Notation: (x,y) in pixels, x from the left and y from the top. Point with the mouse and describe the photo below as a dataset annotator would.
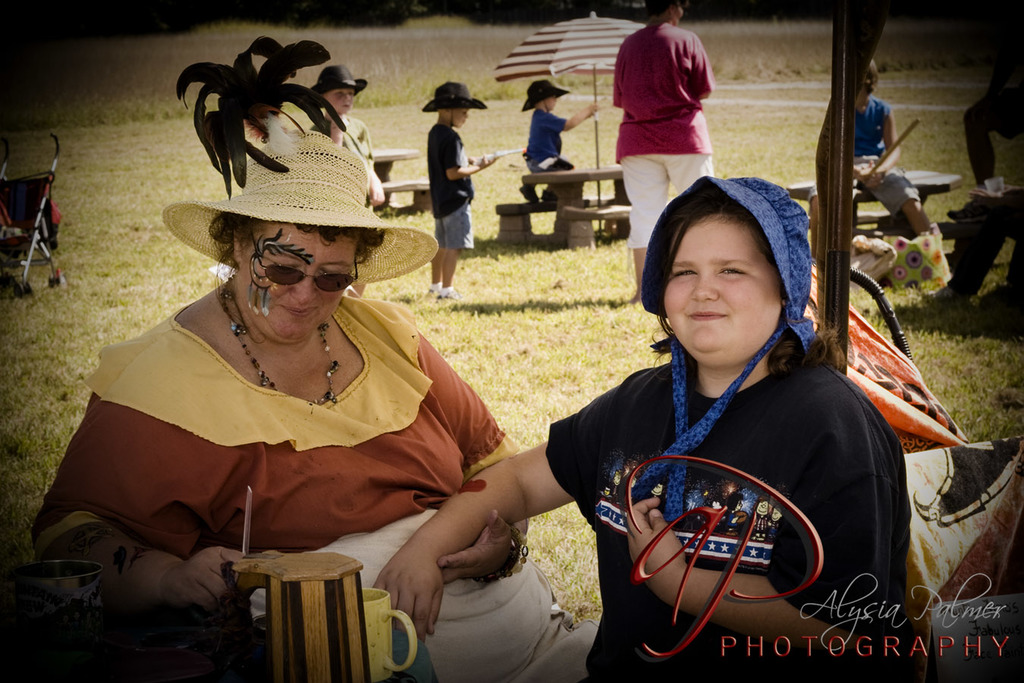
A lady (282,406) is sitting and wearing a goggles (346,283) and hat (300,201) and holding a pen (248,515). And a child (744,450) is sitting next to her wearing a cap (764,203). And there is table (136,623) and on the table (121,621) there is a cup (372,619) and some other items (359,616). There is a lawn (508,329). Some kids (540,120) are playing there. There is an umbrella (562,56) and stroller (39,228) on the lawn (70,246).
